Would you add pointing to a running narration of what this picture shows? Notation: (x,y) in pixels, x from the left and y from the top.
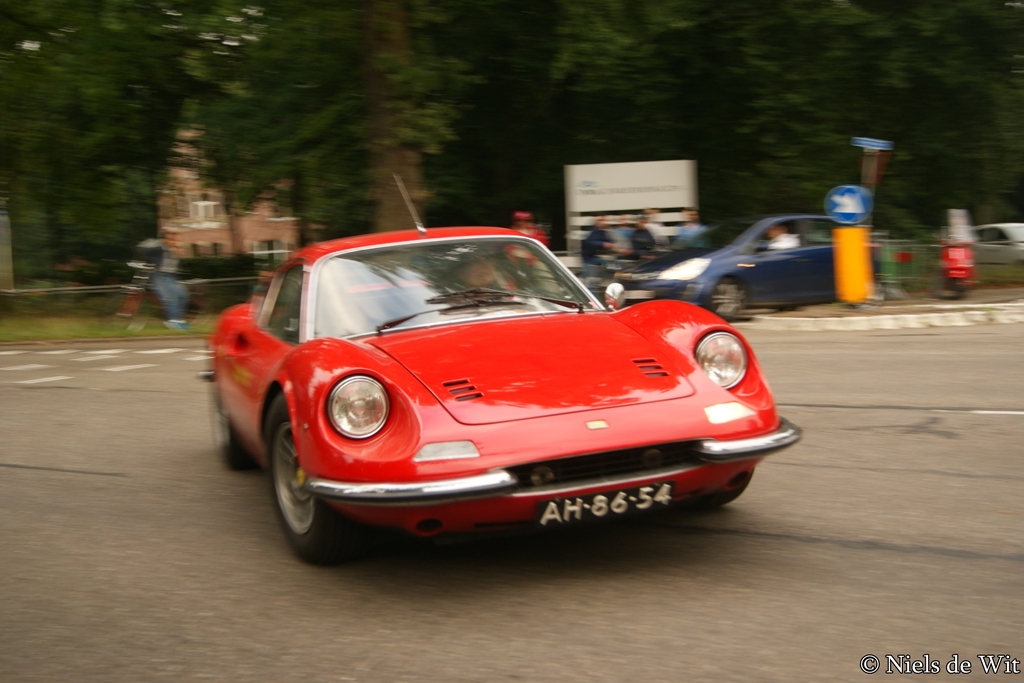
This picture is clicked outside. In the center (673,452) we can see the two cars (761,223) seems to be running on the ground (948,350) and there are some objects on the ground (23,332). The background of the image (969,89) is blurry and we can see the group of persons (647,213), houses (223,219) and the trees (678,100). In the bottom right corner (904,672) there is a text (956,667) on the image.
